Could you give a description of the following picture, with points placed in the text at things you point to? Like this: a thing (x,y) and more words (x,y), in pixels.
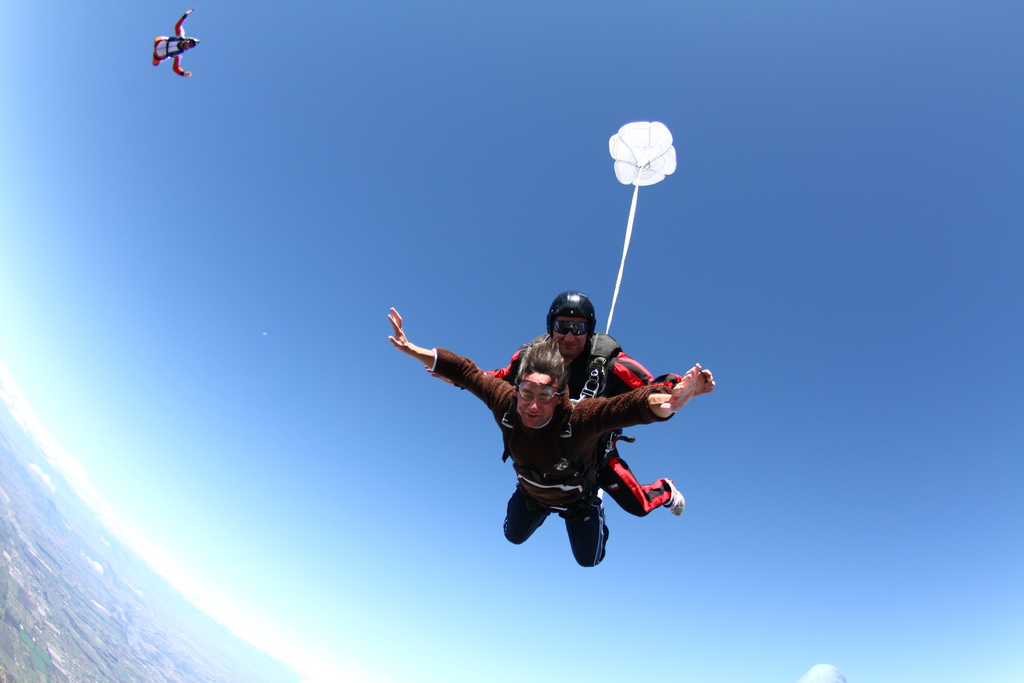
Here we can see three persons (549,365) are sky diving and on the left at the bottom corner (115,540) we can see clouds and it is the top view from the sky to the earth (57,617).
